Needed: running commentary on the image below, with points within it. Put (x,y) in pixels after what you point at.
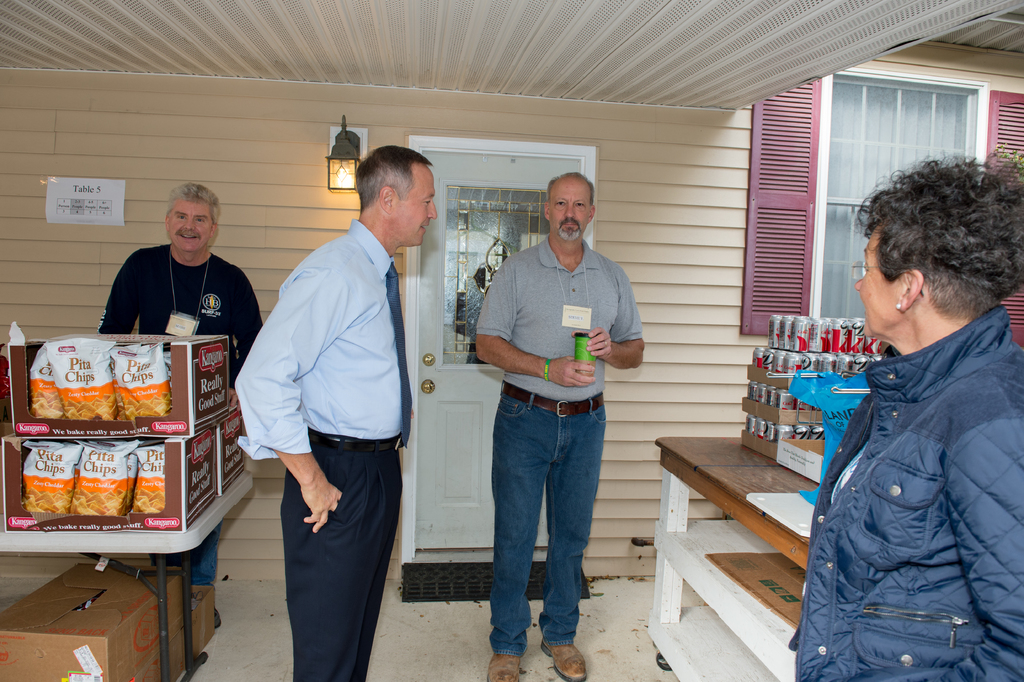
This is an outside view of a porch (424,608). We can see a few people (1006,446) standing on the path (411,610). There are few chips packets (33,512). We can see some boxes (131,624) on the path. There are few cans (788,427) on the table (729,511). We can see a doormat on the path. There is a door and a door handle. We can see a window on the right side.
